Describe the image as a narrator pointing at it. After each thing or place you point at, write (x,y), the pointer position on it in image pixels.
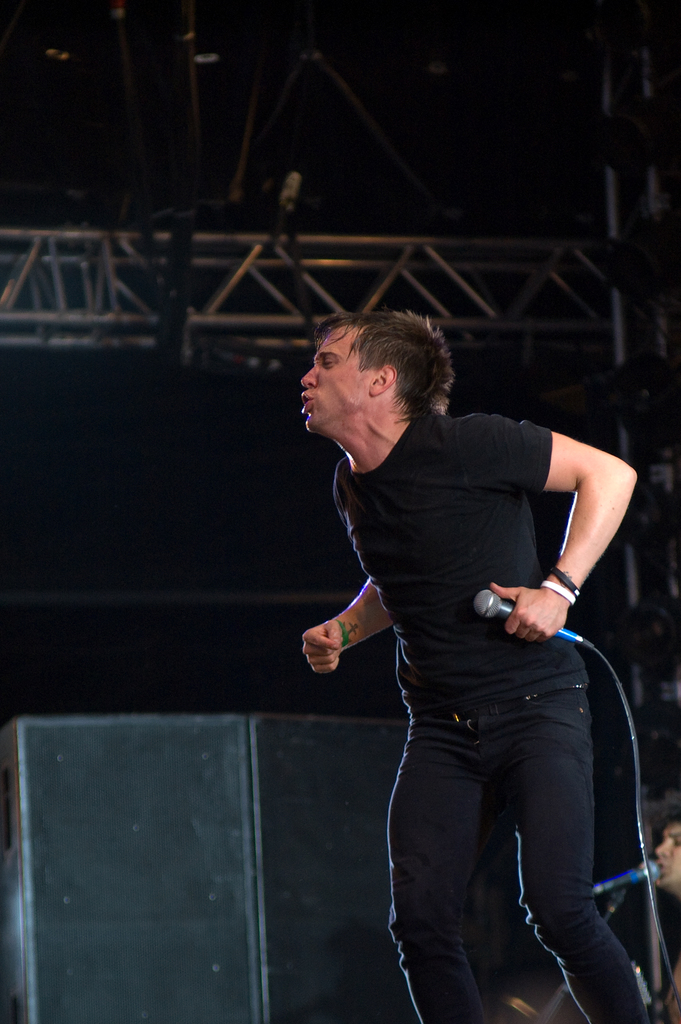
In this picture we can see few people (564,723), in the middle of the given image we can see a man (415,574), he is holding a microphone (580,641) in his hand (527,599), in the background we can find few speakers (318,749) and metal rods (160,240).
